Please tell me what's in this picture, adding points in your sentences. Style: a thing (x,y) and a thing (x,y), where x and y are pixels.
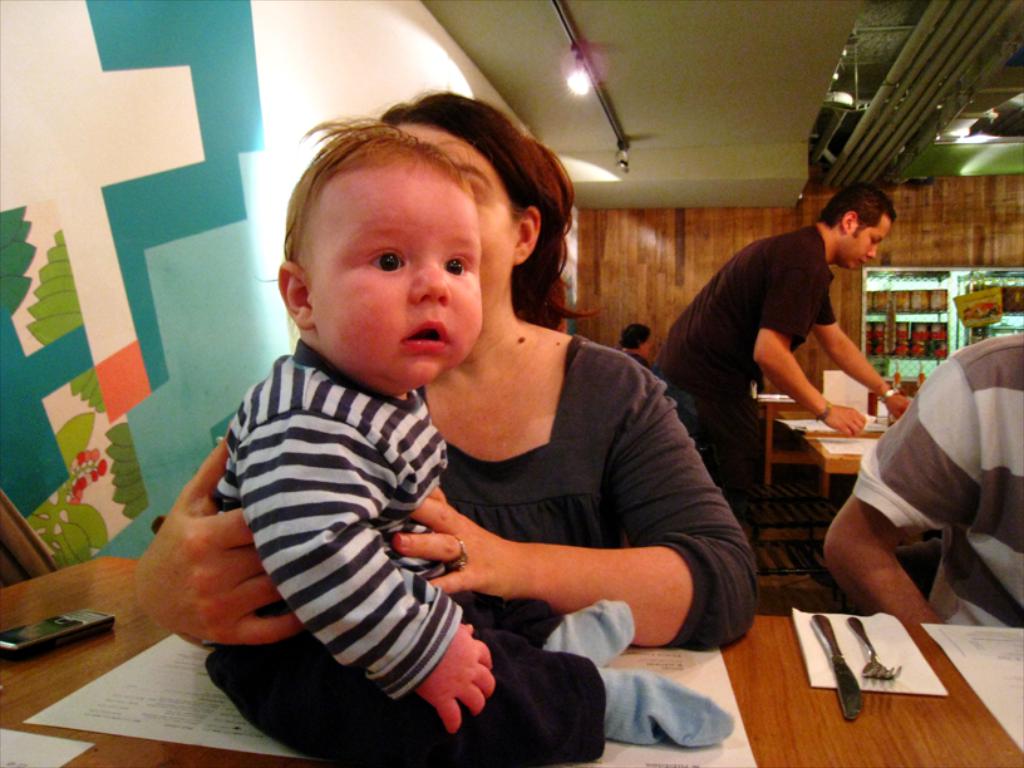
In this image i can see few people (573,453) sitting on chairs (940,555) and a baby (458,626) sitting on the table (790,702). On the table (761,702) i can see few papers (751,755) and a knife (836,667) and a fork (865,637). In the background (657,249) i can see a person (812,395) standing, the wall (669,244), few lights (592,83) and refrigerator (911,329).
